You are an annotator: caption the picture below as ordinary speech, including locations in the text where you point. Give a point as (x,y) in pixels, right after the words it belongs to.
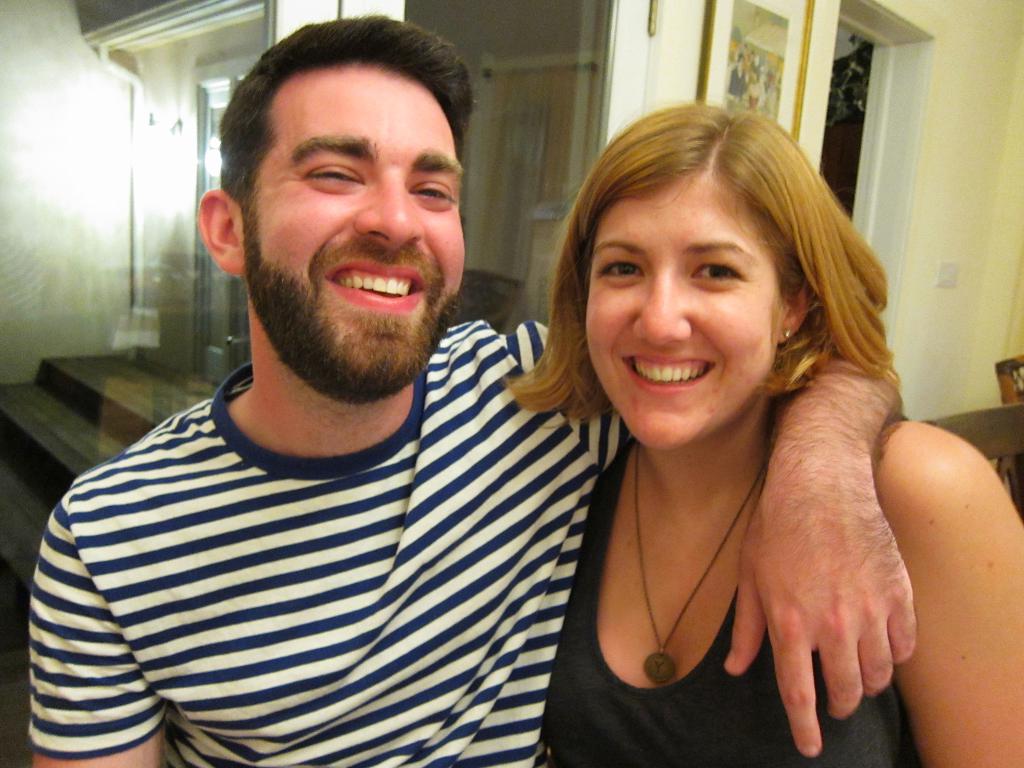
There is a man (395,572) and woman (583,654) smiling. In the back (128,223) there is a glass wall (129,175), steps (85,362), wall (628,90) with a photo frame (738,72) and door (865,177).
